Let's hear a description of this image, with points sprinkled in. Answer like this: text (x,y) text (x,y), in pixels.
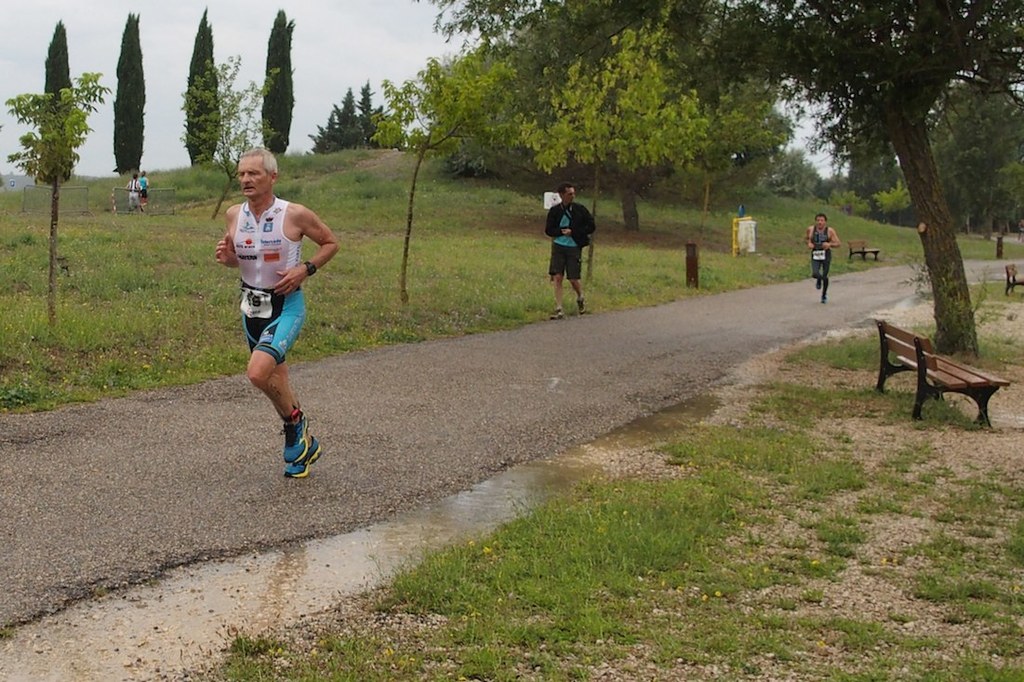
In this picture we can see the old man (278,269) jogging on the pedestrian path (269,426) in the garden (321,419). Behind there is a grass (385,206) on the ground (856,337) and some trees (969,345). On the right corner (918,355) we can see the wooden bench (918,355).
